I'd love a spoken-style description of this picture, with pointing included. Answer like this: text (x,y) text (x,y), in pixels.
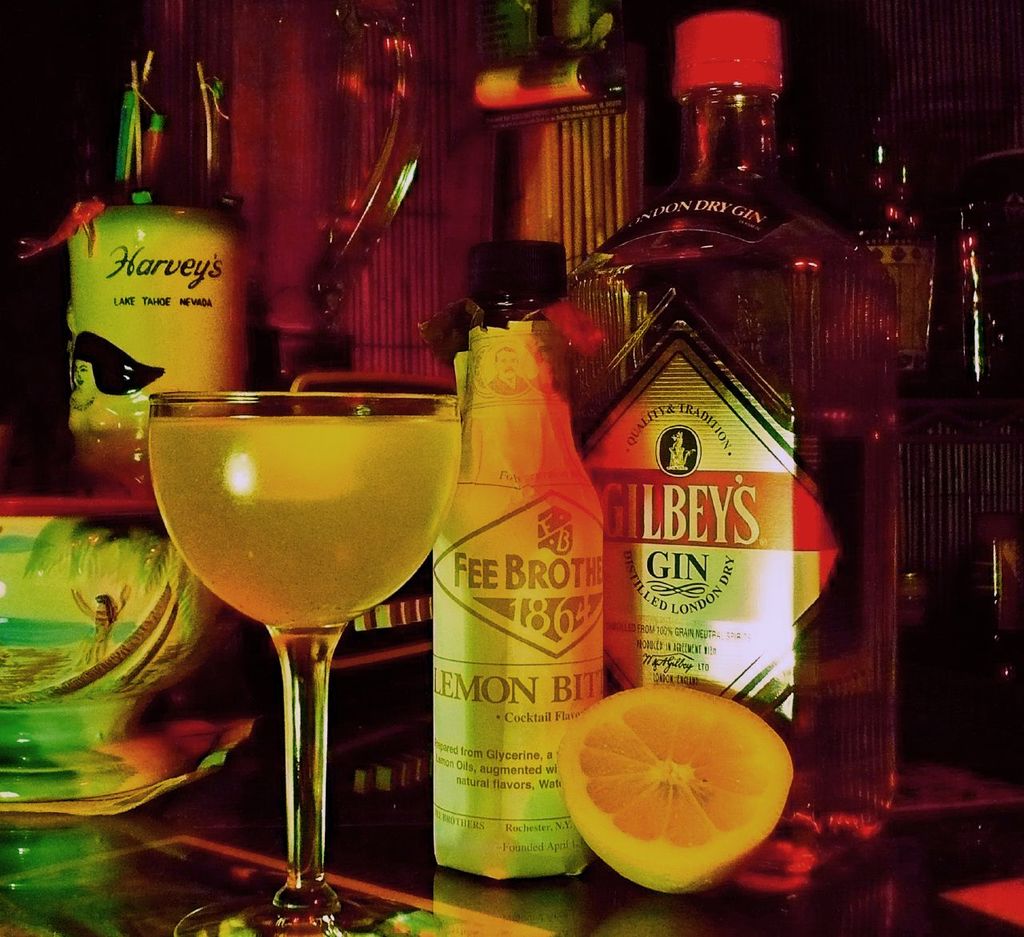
This is a glass (309,615) of cocktail (345,510). This is a gin bottle (800,621). It is a lemon piece (618,761). These all things (625,706) are placed on glass table (427,904).
